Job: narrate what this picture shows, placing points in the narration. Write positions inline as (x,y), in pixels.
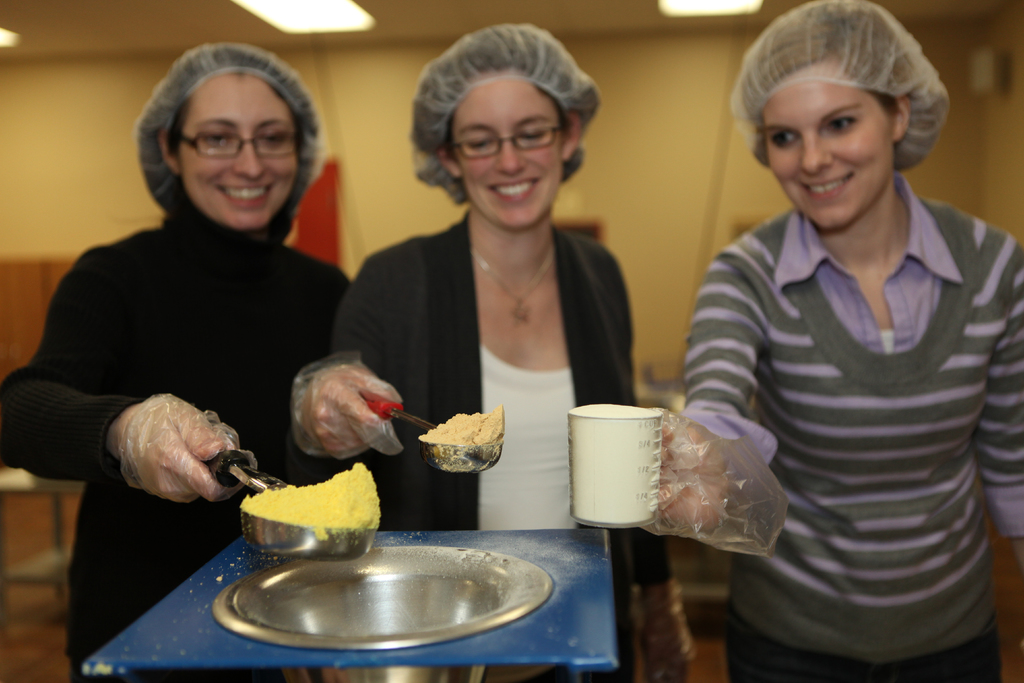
In this image three ladies (758,315) are standing on the foreground (709,369). They all are smiling. They are wearing caps (191,71) and gloves (667,431). Two ladies (308,437) from the left are holding spoon (462,462) with food (455,440). Here there is a mug (633,481). This is a container (427,610). In the background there is wall (681,110). On the ceiling (693,24) there are lights (320,20).
